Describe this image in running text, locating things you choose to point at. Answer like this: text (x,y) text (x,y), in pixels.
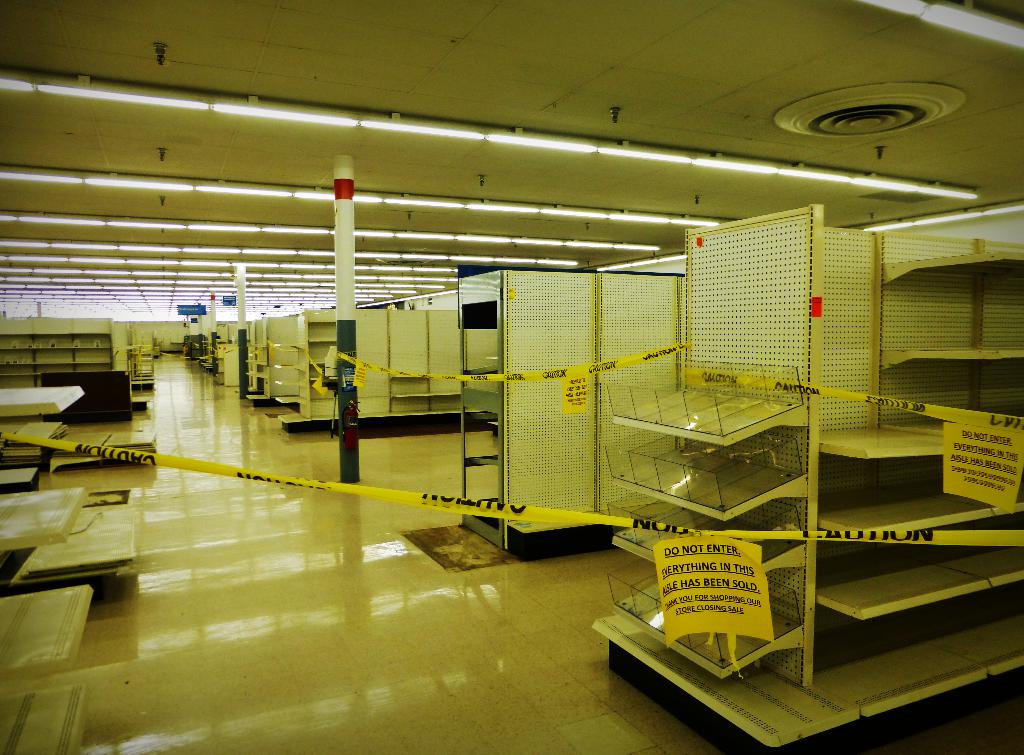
In this picture, it seems like racks (638,309) and posters (726,610) in the foreground (543,467), there are racks (466,348) and lamps (90,281) in the background (267,265).
